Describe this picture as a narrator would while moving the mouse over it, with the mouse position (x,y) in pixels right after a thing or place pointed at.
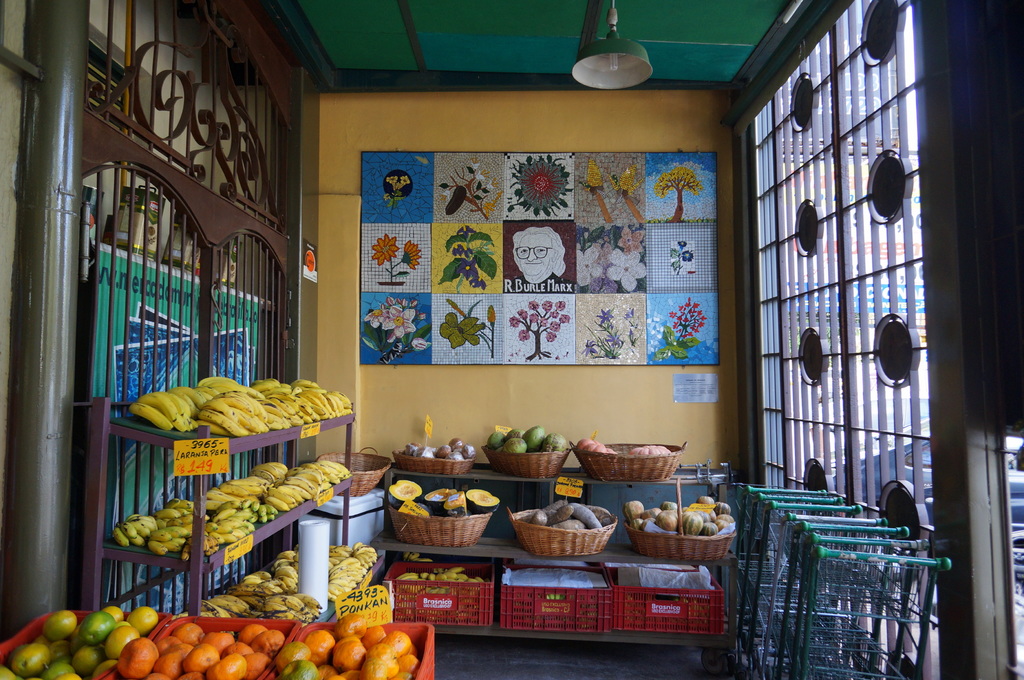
In the picture I can see bananas (305,481) and fruits (377,636) in baskets (586,537), crates (491,617) and on shelves (329,615). I can also see boards (581,252) attached to the wall (434,374), windows (766,187), light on the ceiling (642,22) and some other objects (347,609).
